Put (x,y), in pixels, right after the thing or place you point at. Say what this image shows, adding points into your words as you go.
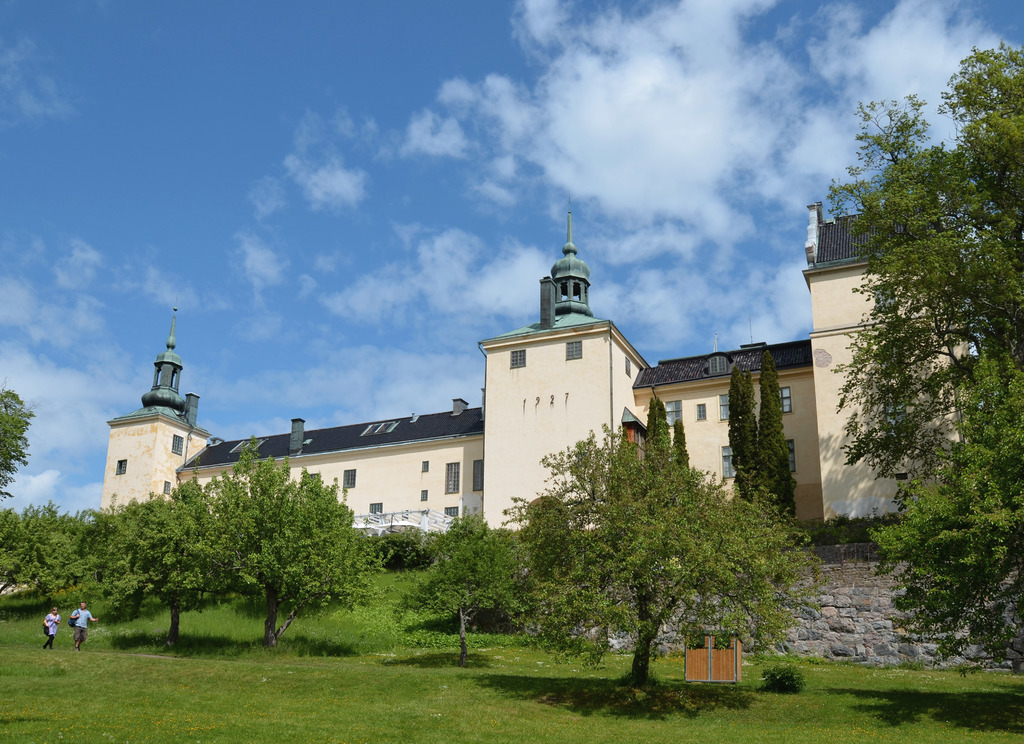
In the image we can see a building (708,459) and these are the windows (482,463) of the building (725,414). Here we can see two people (44,626) walking and wearing clothes (85,626). We can see there are trees (640,619), grass (428,678), wooden box (704,668) and cloudy pale blue sky (231,284).
